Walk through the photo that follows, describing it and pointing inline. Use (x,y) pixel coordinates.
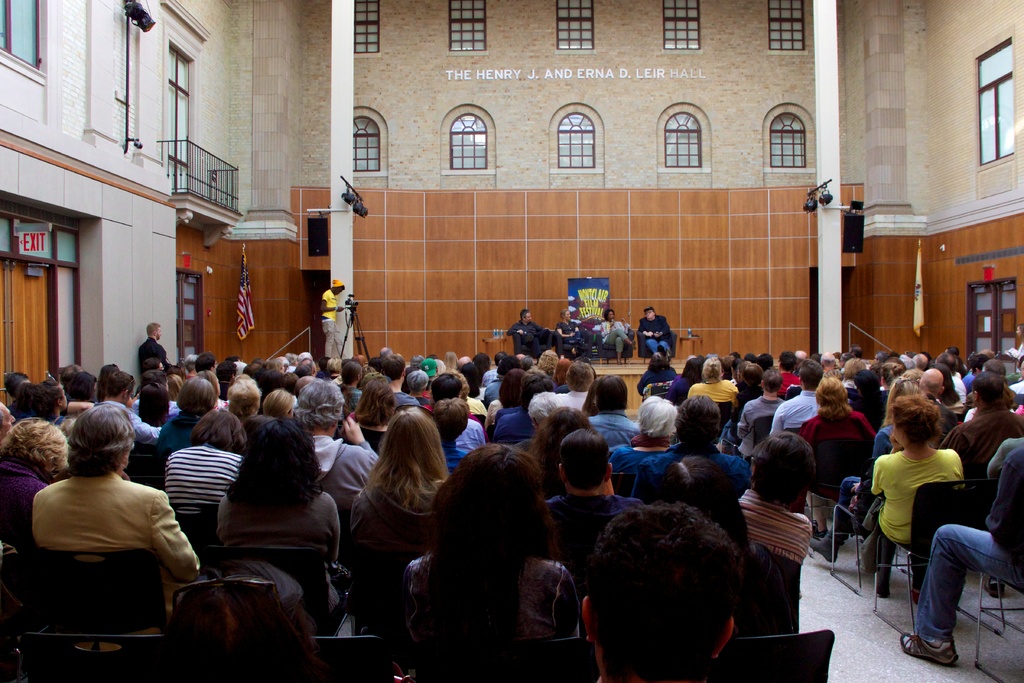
In this picture we can see a group of people (726,545) sitting on chairs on the ground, some people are on the stage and one person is standing, here we can see a camera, flags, poster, wall (490,259), windows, poles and some objects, here we can see some text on it.
